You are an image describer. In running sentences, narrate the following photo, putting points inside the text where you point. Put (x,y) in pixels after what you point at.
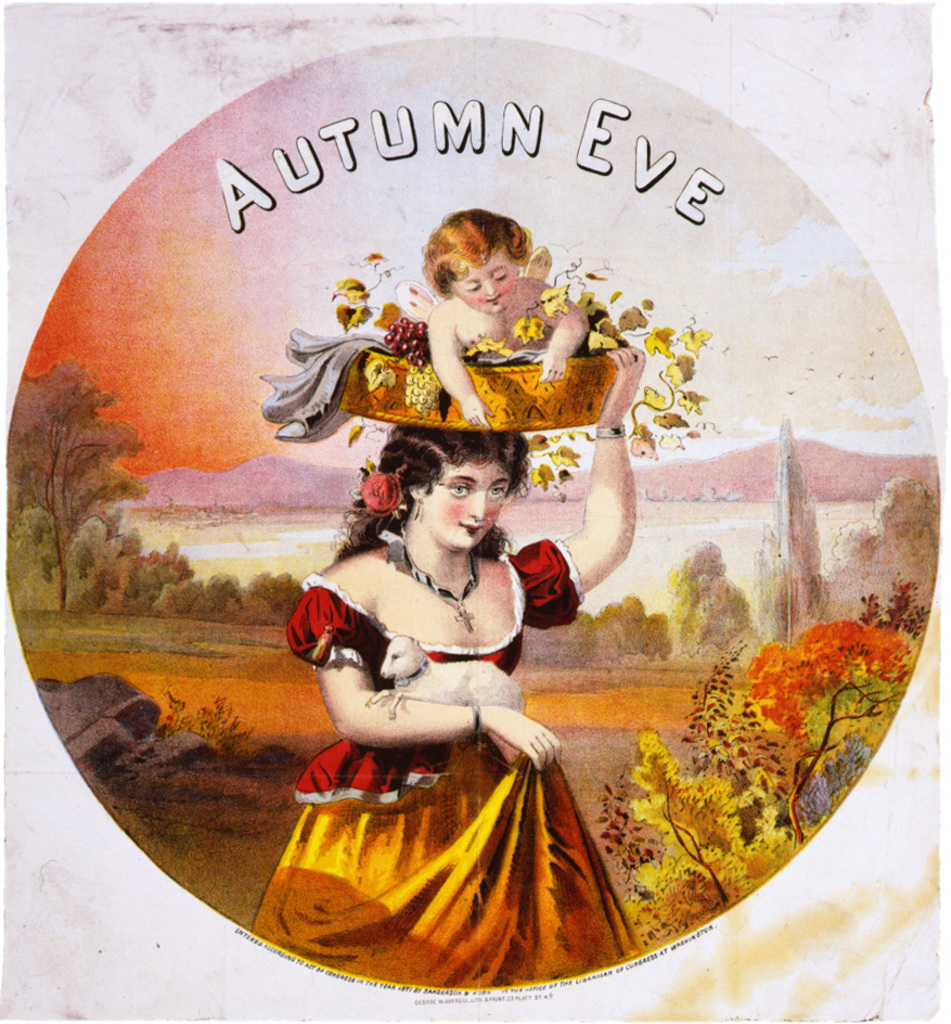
In this picture we can see the round painting poster (139,292) in the image. In the front (373,892) there is a woman (424,626) holding a small baby (451,392) in the wooden basket (547,413). Beside we can see some plants (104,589). In the background (286,500) we can see some trees (58,483) and mountains (255,486). On the top (218,169) we can see the ''Autumn Eve" is written.
